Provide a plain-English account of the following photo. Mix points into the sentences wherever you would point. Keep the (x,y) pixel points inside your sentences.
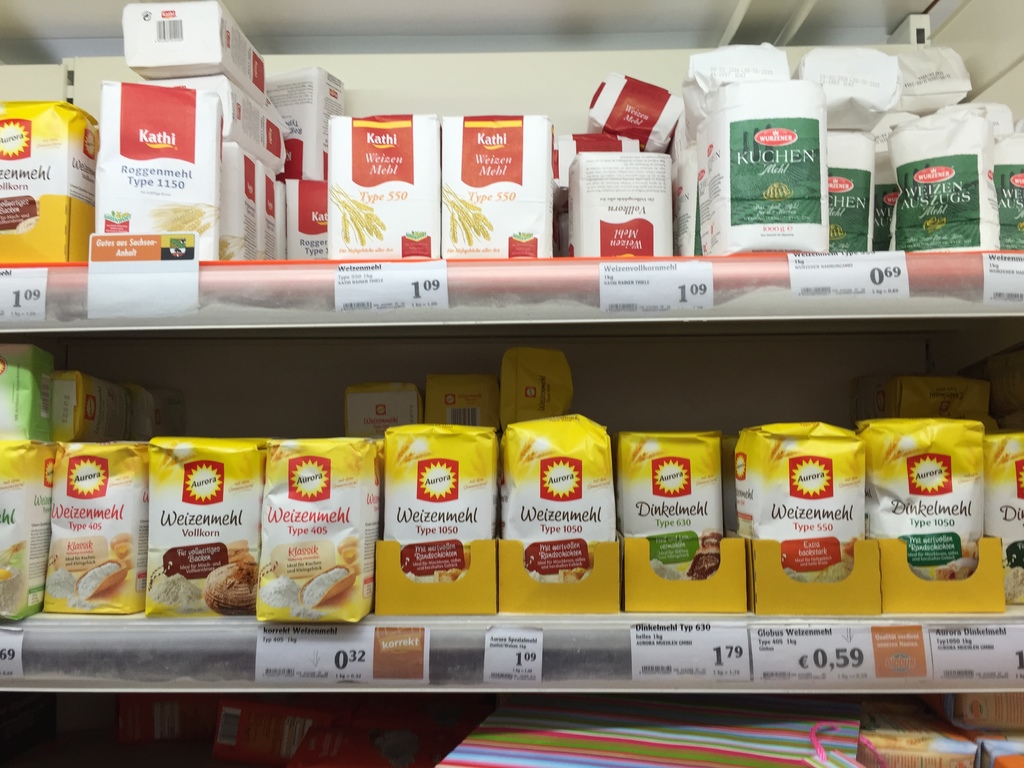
In this image, we can see some shelves (669,318) with objects (60,236). We can also see some price tags (373,304) on the shelves (215,636).
